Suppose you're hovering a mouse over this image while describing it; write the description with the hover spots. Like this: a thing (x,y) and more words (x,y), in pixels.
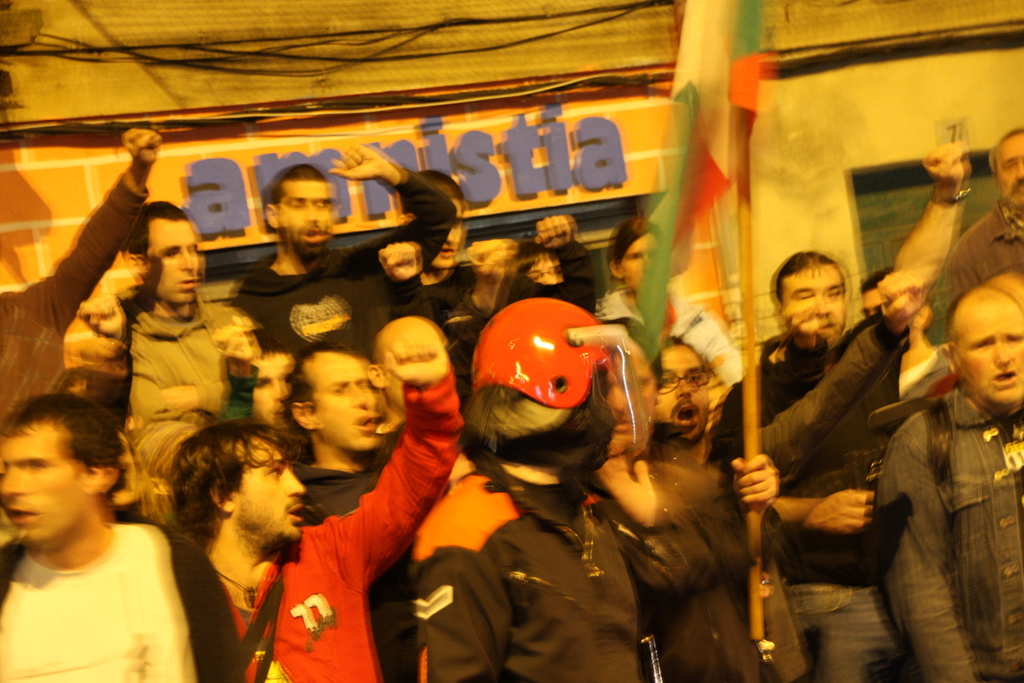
In front of the picture, we see a man (569,498) in the black jacket (563,518) and a red helmet (579,392) is holding a flag pole (742,177). We see a flag (693,194) in white, green and orange color. Behind him, we see the people (426,360) are standing. I think they are protesting against something. In the background (659,156), we see a wall (810,161) and we see some text (342,209) written on the wall (463,123).
